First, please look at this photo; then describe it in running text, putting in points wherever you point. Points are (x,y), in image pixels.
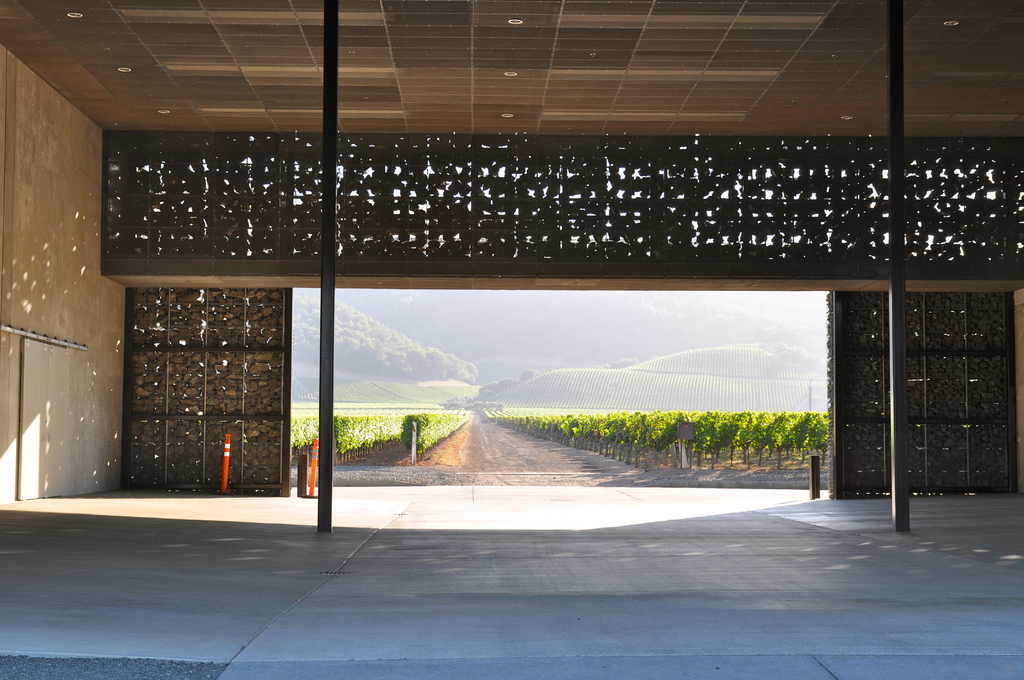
In this image we can see the roof (864,118) made of wood (859,99), and in the middle (497,442) we can see the road (510,430), and there are many trees (376,334) on the left side (318,312).
